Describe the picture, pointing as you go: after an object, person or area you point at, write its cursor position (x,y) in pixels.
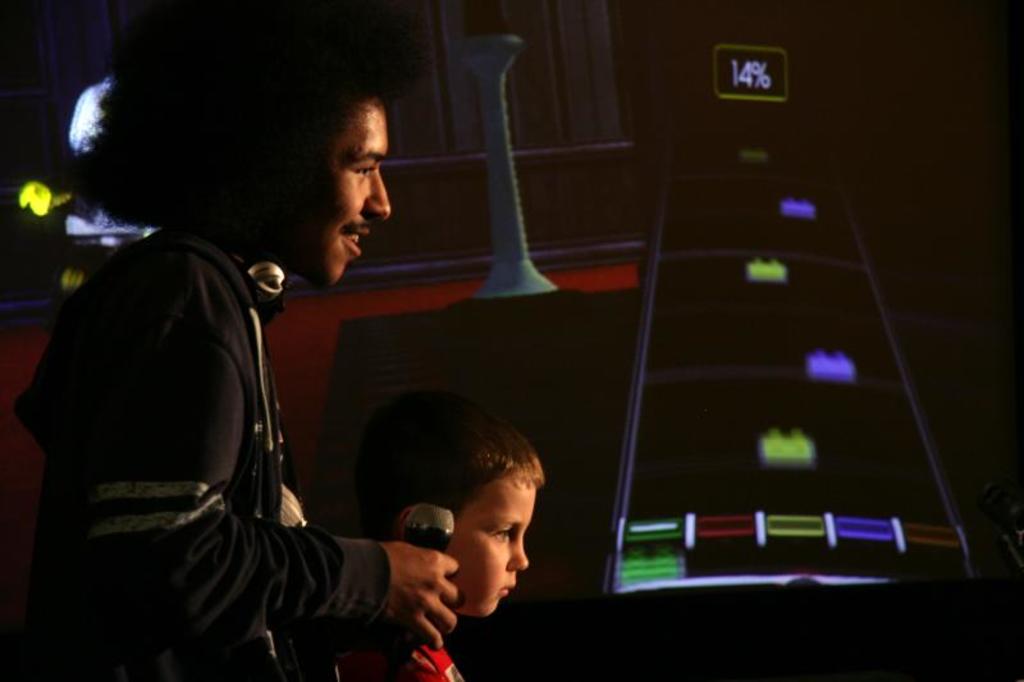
In this image i can see a man (259,390) and a boy (373,526) standing, man (284,453) wearing a black jacket (261,525) and holding a micro phone (424,524) at the back ground (693,442) i can see a board (692,225) and a pole (506,197).
